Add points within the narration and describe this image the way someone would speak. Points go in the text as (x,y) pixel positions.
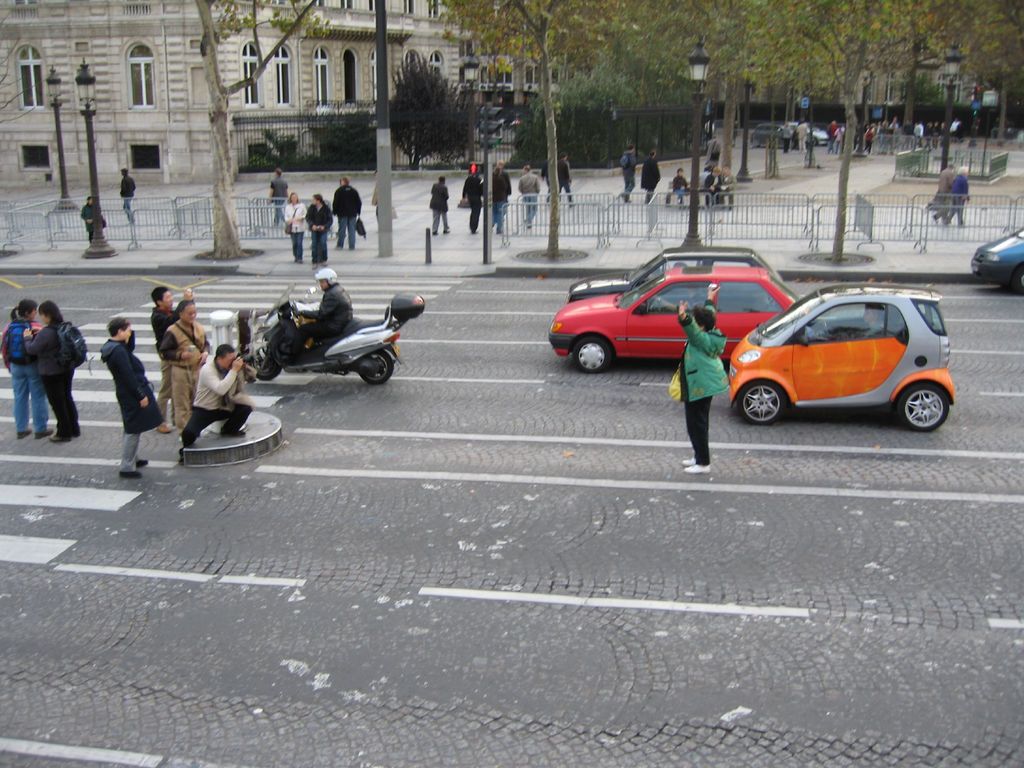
In this image there is a road (618,516) on which there are four cars (757,301) and a motorbike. On the left side (160,364) there are few people (148,392) standing on the zebra crossing (150,376) and a man (232,355) who is in front of them taking pictures. In the background (304,111) there are buildings (277,59) with the glass windows (145,68). On the footpath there are poles (93,145) with the lights (56,75). There are few people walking on the footpath (672,172). Beside them there are trees (778,47). There is a fence (705,208) on the footpath (783,220).
